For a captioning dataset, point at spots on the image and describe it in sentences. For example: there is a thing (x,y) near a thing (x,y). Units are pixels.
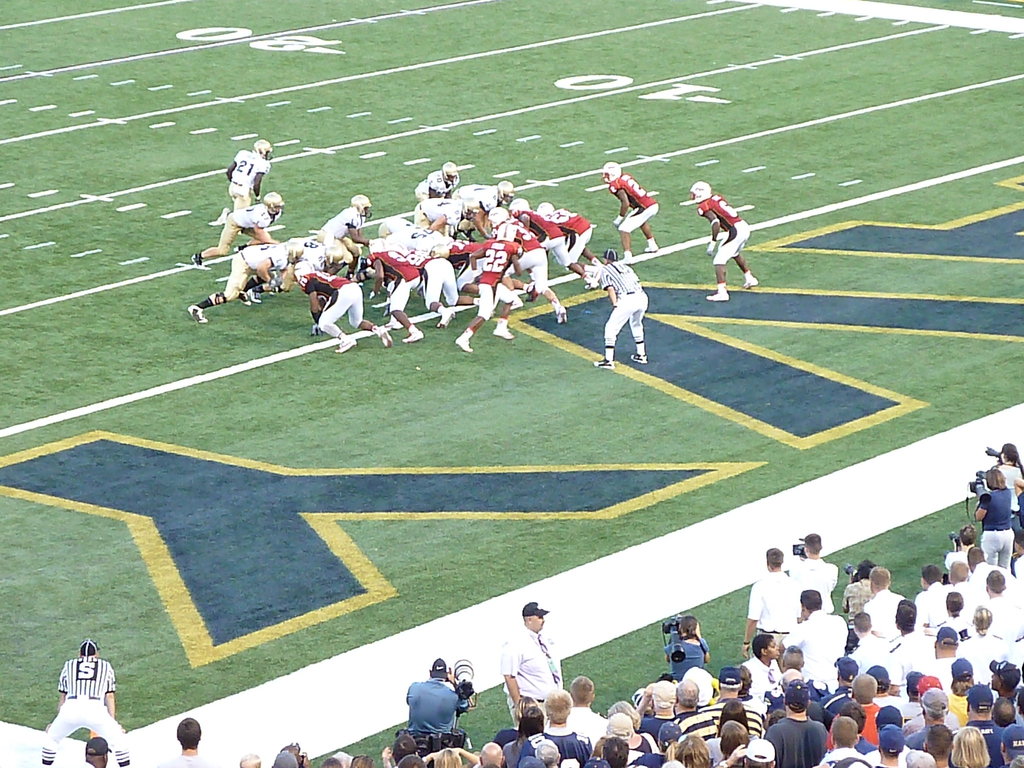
In this picture there are group of audience (847,591) watching the match and there are group of people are playing the match. In the bottom left (89,685) there is a man (111,708) wearing a striped shirt (99,693) and white shorts (105,717).
